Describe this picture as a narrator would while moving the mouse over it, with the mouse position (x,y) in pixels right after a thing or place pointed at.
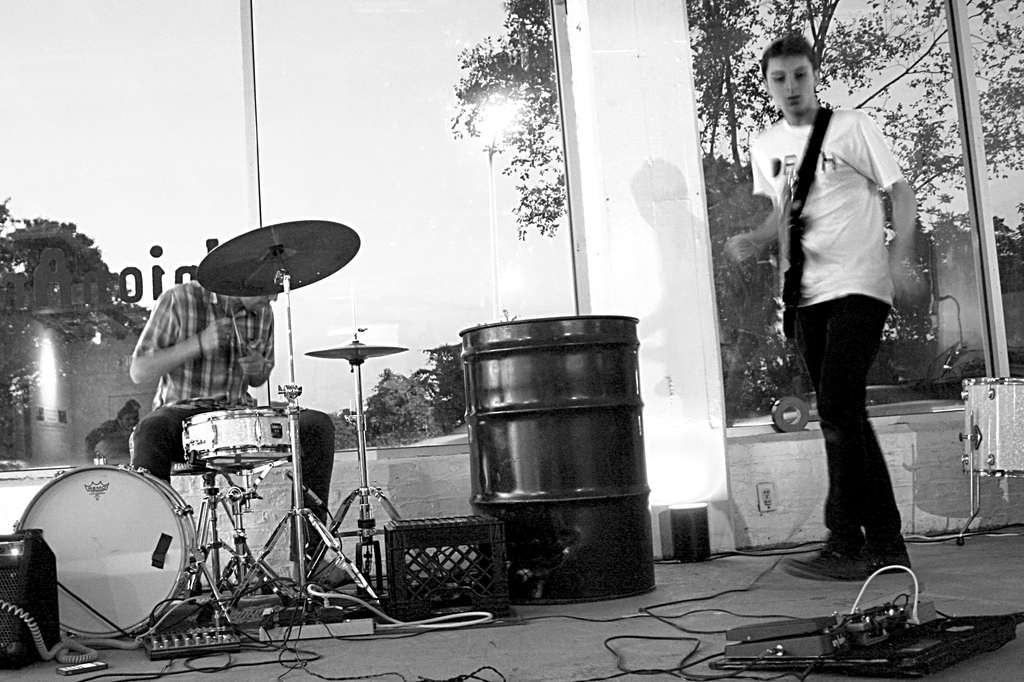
This is a black and white image. In this image, on the right side (827,261), we can see a man (855,224) wearing a guitar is walking on the floor (884,590). In the middle of the image (618,383), we can see a metal barrel (633,493). On the left side (211,353), we can see a person (244,353) sitting in front of the musical instrument (251,510). In the background (438,104), we can see a wall (653,177), glass window (275,187), outside of the glass window (345,268), we can see some trees (14,269), building (103,388). At the top (343,76), we can see a sky (380,20), at the bottom (665,670), we can see some electrical wires (680,662) and some electronic gadgets (809,643).
